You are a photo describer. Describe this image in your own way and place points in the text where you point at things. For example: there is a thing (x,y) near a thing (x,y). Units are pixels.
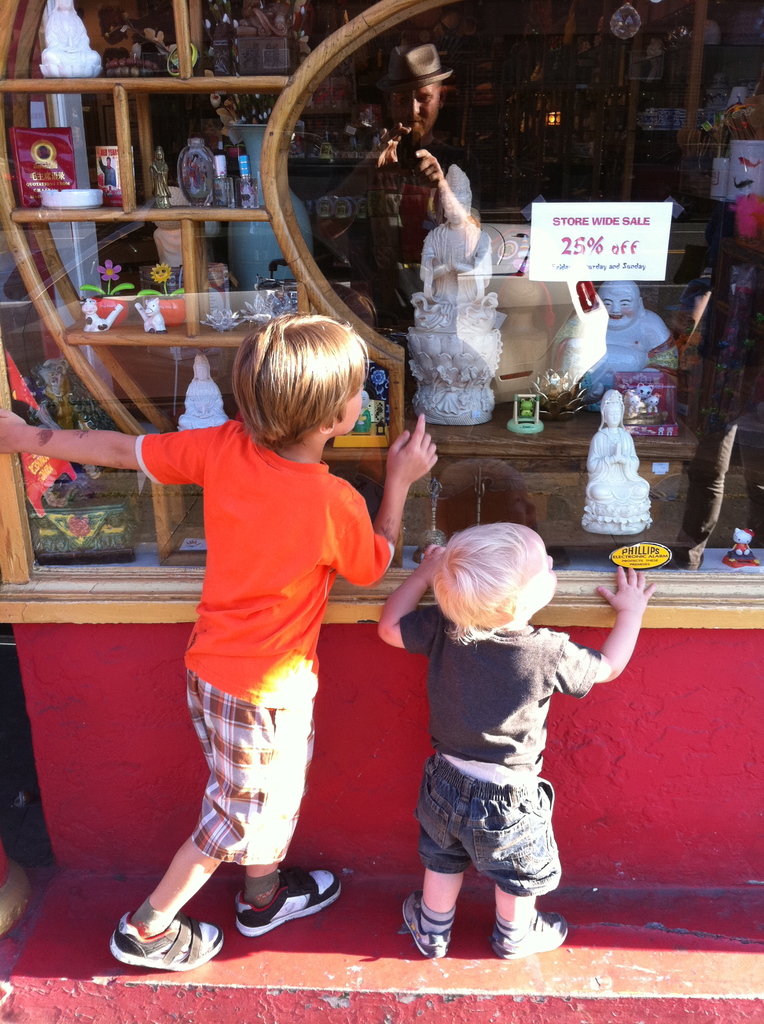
In this image we can see two children (226,655) are standing in front of the store (555,247) and there is a rack (74,84) with some statues (650,528) and other objects (738,291) and we can see a poster (652,250) with some text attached to the glass (319,6). We can see the reflection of a person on the glass (757,506).
